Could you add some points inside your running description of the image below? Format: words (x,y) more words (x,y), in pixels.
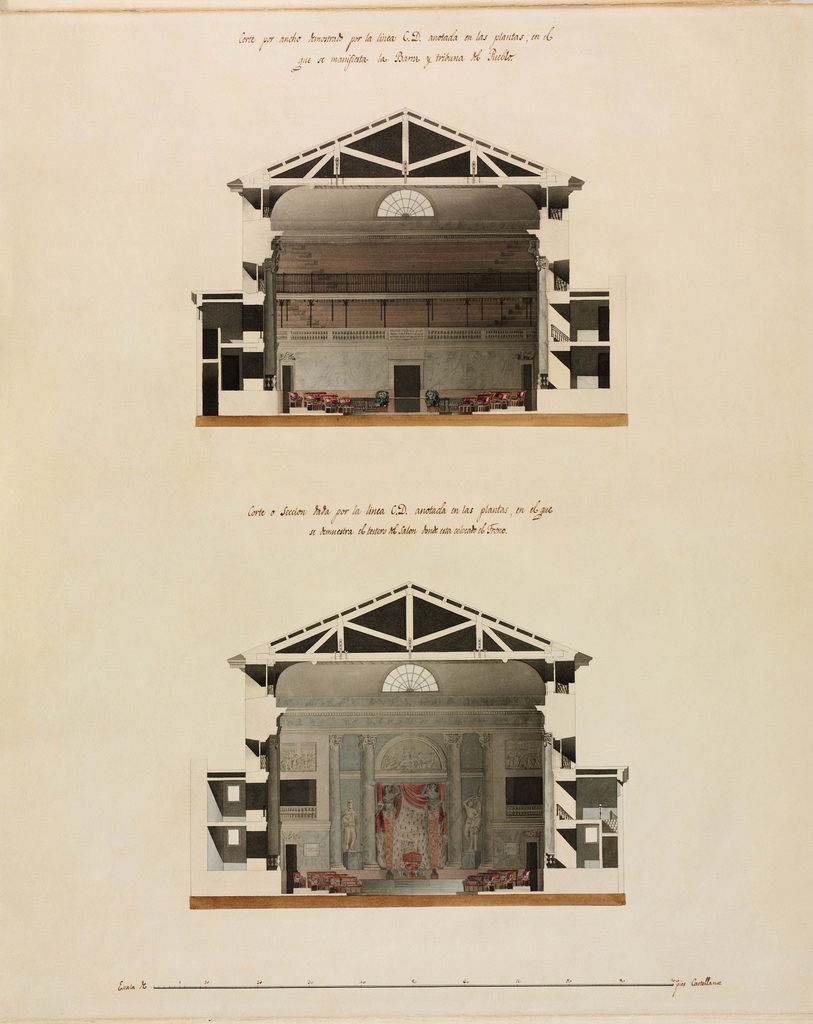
In this image there is a paper (421,802), there are two buildings (408,716) on the paper (360,389), there is a wall (458,320), there is text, the background of the image (705,112) is white in color.
